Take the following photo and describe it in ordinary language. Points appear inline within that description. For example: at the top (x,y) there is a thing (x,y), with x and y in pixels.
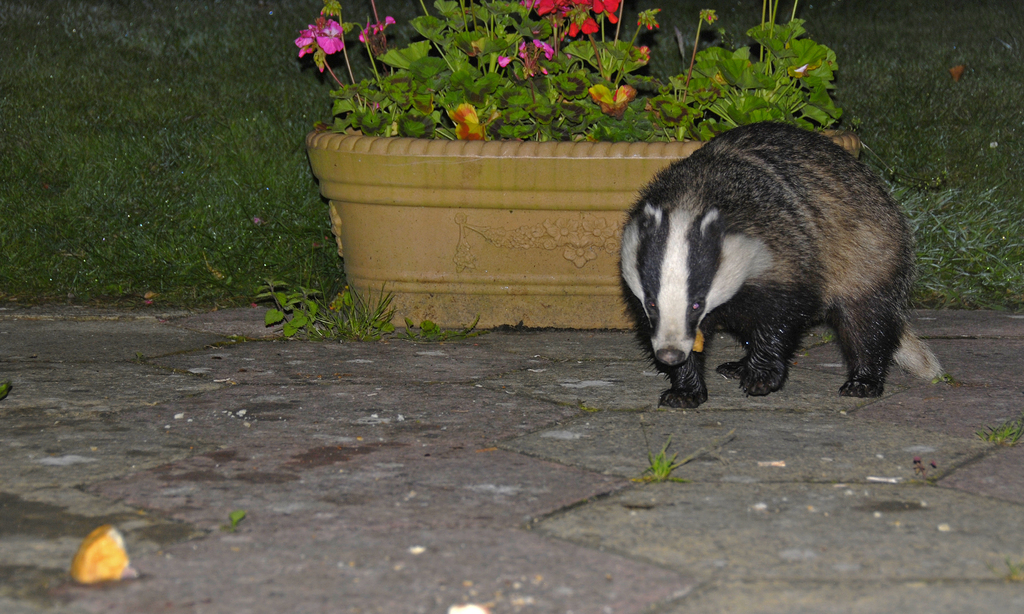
In this picture we can see an animal (872,311) standing on the ground (637,388) behind which we have a big flower pot (464,135) and grass (330,277).
